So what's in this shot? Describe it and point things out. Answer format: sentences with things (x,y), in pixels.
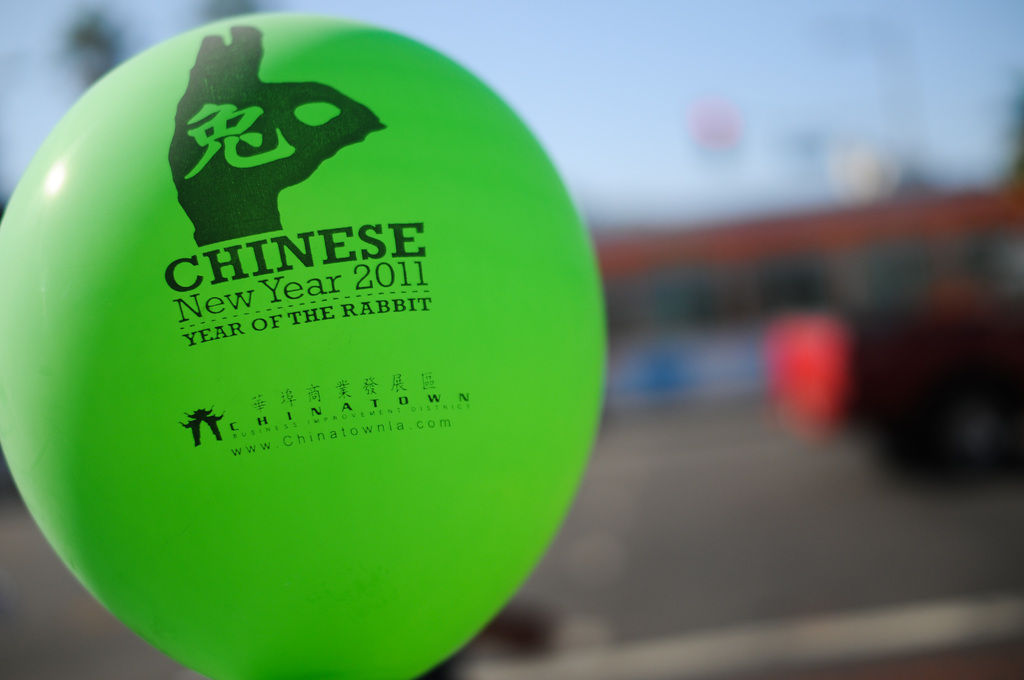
Here we can see a green color balloon (336,480) and there is a blur background (801,567).
